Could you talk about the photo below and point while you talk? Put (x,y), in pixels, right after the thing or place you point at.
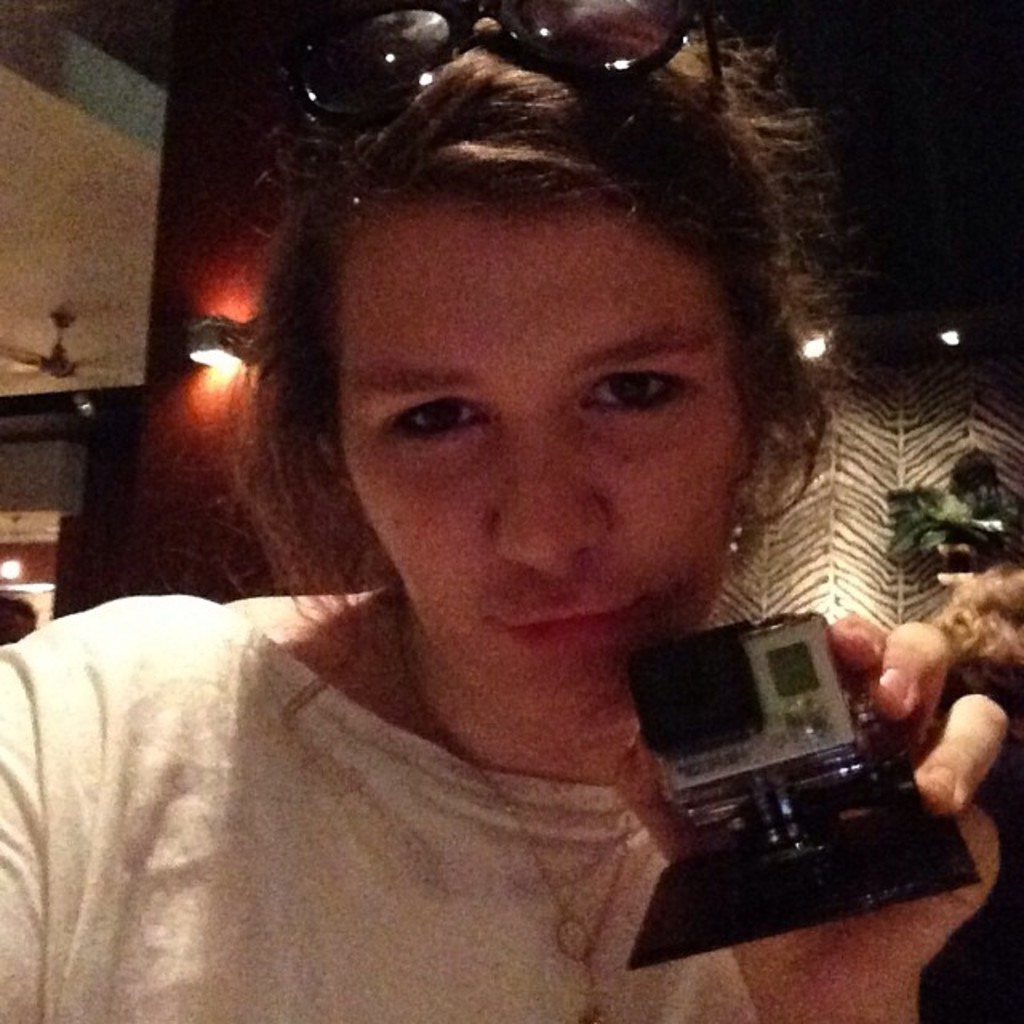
In this image I can see a woman (676,463) is holding something. In the background (72,372) I can a fan (51,364) and lights (818,345).
